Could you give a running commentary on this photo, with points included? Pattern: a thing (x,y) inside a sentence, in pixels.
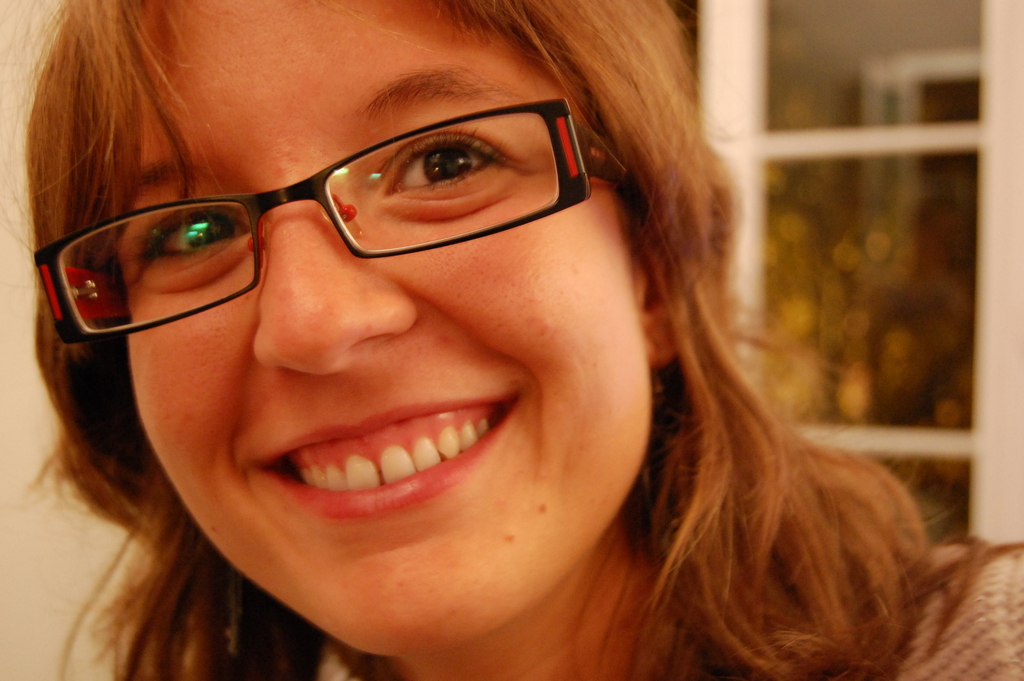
In the image we can see the close up picture of a woman (426,340) wearing clothes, spectacles (360,217) and she is smiling, and the background (831,319) is slightly blurred.
